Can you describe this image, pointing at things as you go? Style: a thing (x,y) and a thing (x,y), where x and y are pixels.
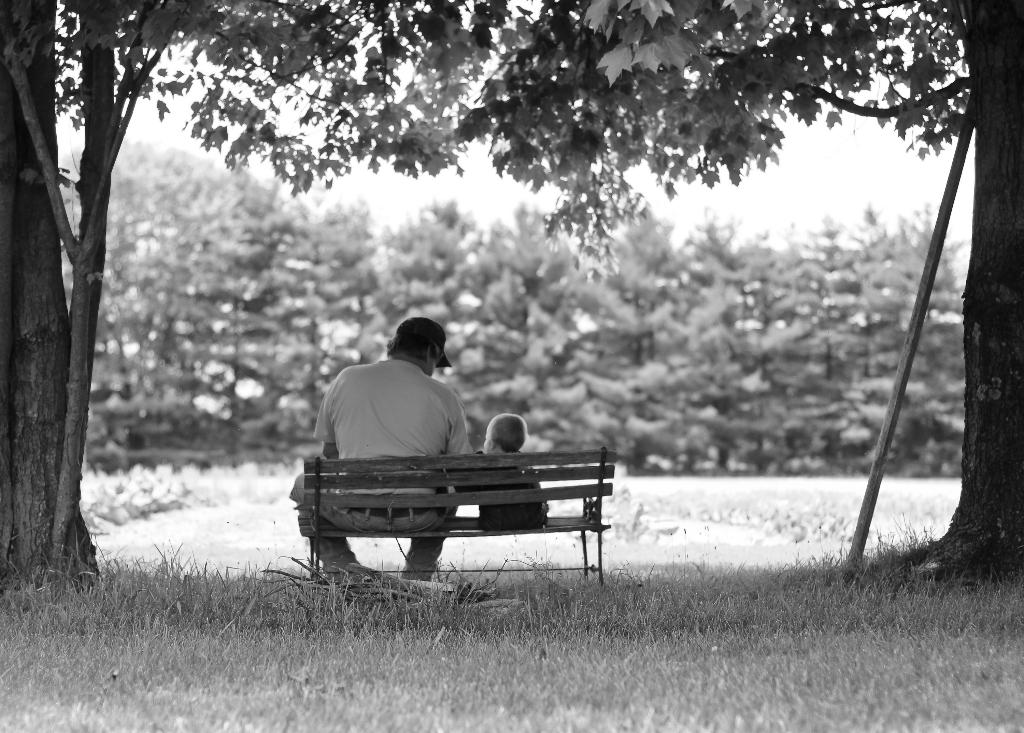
in a picture there is a garden (624,523) in which there is a bench (413,461) on the bench (421,474) there is a person (449,450) and a boy (491,472) sitting near to the bench (510,464) there are many trees (817,22) there is a grass (699,662) on the floor (669,562).
